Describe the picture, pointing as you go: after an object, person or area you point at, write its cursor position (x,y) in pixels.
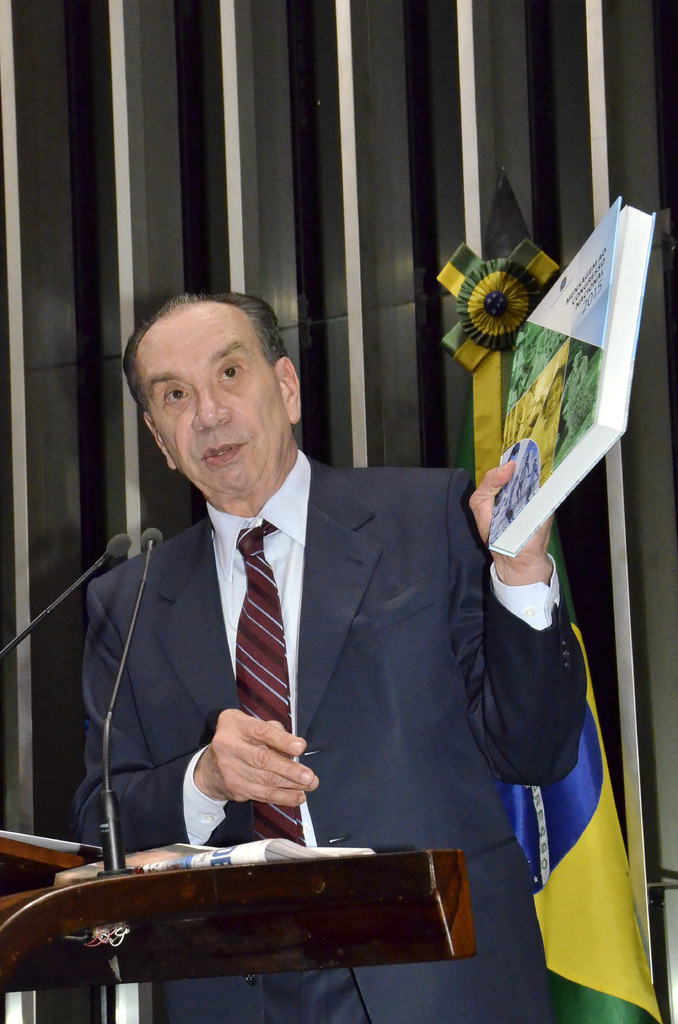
In the image there is a man (179,721) with suit (179,730) standing in front of dais (180,968) with mic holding a book (559,403), behind him there is a flag (628,971) in front of the wall (372,161).
